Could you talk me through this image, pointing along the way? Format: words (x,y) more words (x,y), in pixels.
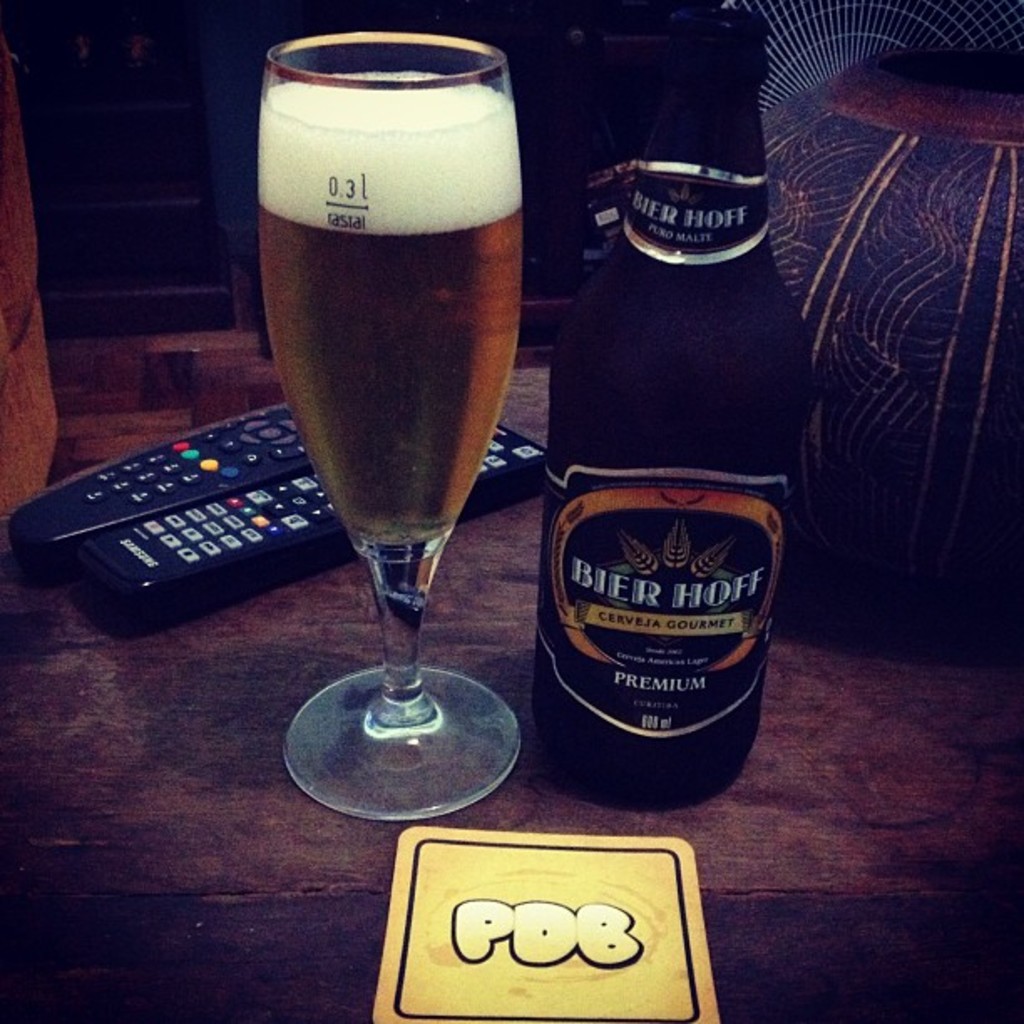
In the Image beer bottle (628,484) beside the bottle (644,427) there is a glass (443,279) and drink (470,281) in the glass (428,292), beside the glass (344,782) there are two remotes (188,595) all placed on a table (84,818).
